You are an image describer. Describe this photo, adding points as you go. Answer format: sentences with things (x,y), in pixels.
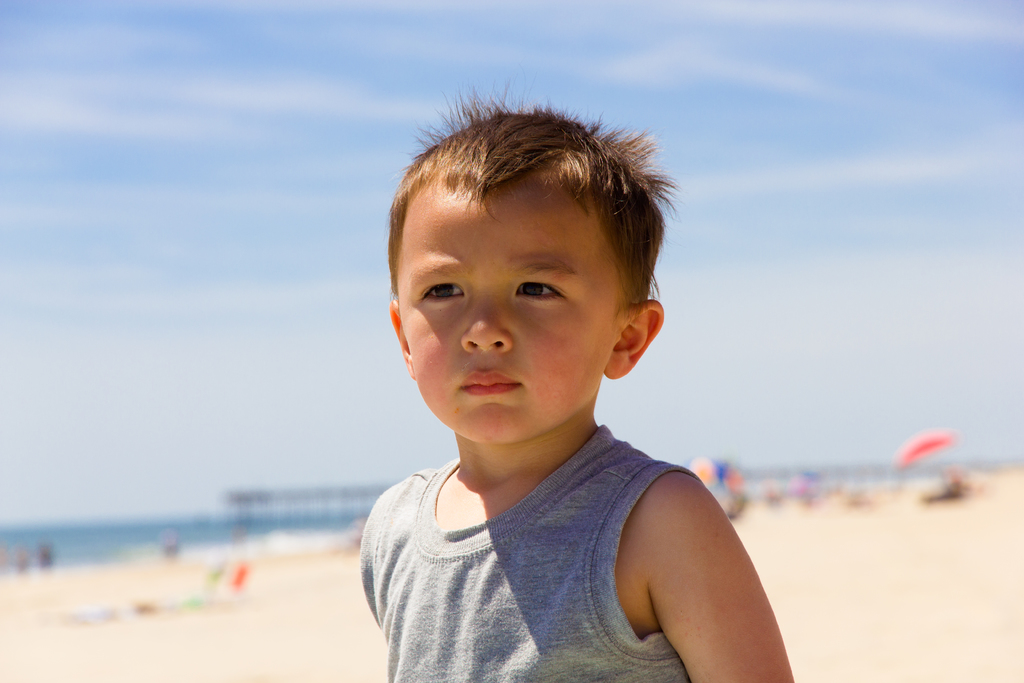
In the middle of the image (581,280) a boy (588,443) is standing. Behind him there are some clouds (933,163) and sky (81,139). background of the image (29,517) is blur.
